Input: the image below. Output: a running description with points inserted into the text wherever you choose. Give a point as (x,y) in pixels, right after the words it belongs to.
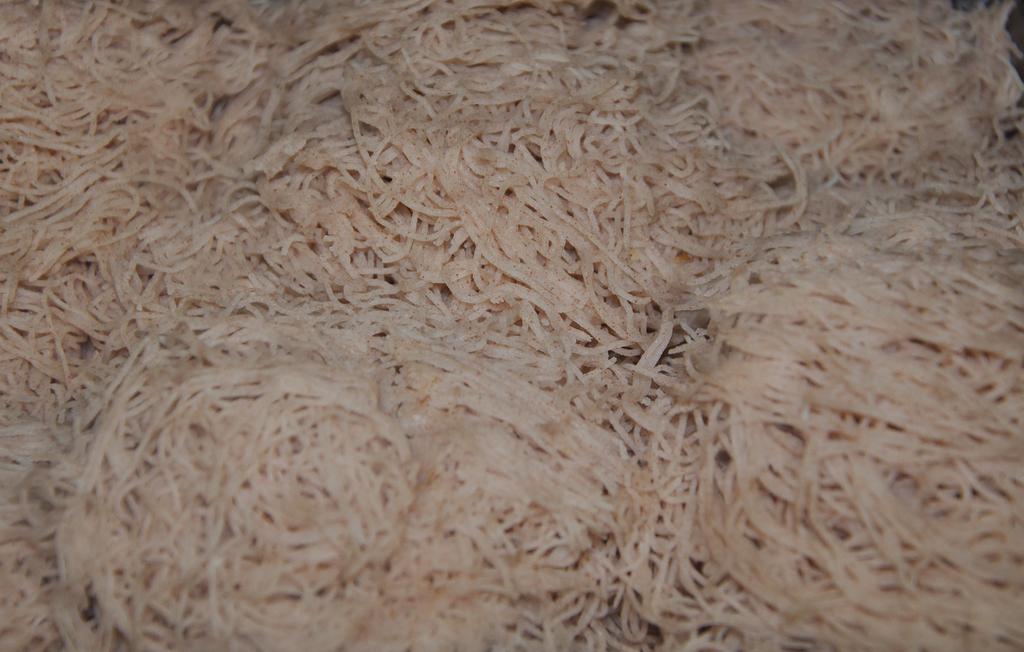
In the foreground of this image (483,317), there are noodles (202,373).
